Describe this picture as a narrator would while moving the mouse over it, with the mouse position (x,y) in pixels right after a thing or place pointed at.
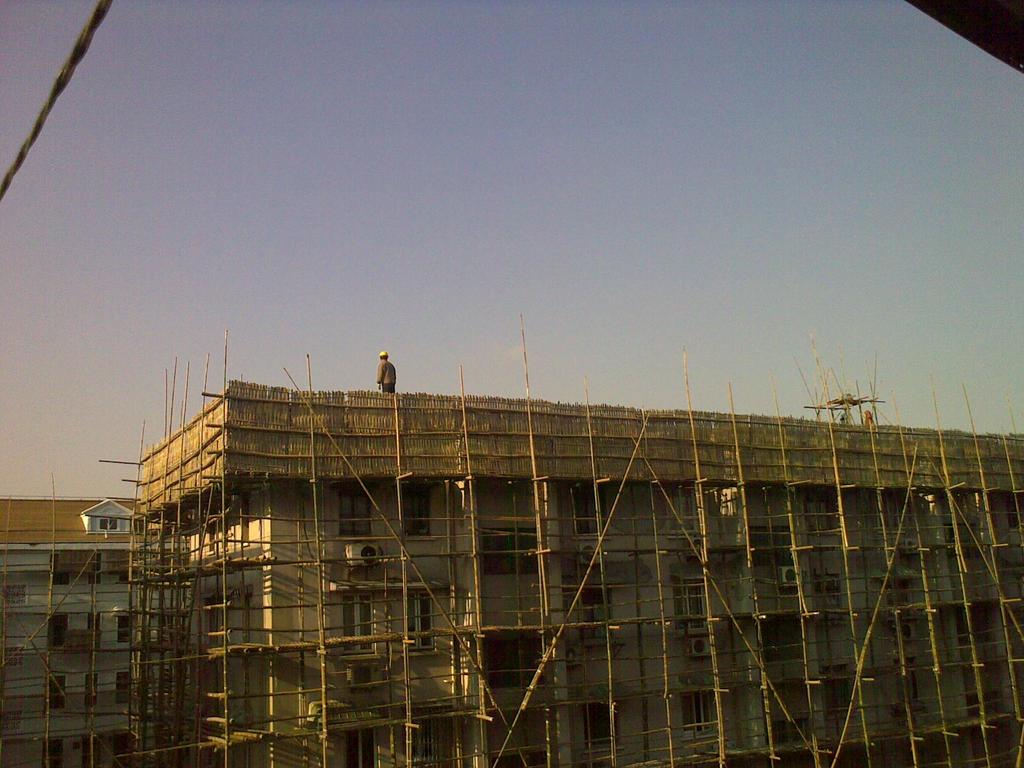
In this image there is a building (868,507) under construction. At the top of the building (666,527) there is a person (386,376) who is having a helmet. At the top (428,84) there is the sky (370,66). There are wooden sticks (258,564) which are fixed to the building (681,551).
